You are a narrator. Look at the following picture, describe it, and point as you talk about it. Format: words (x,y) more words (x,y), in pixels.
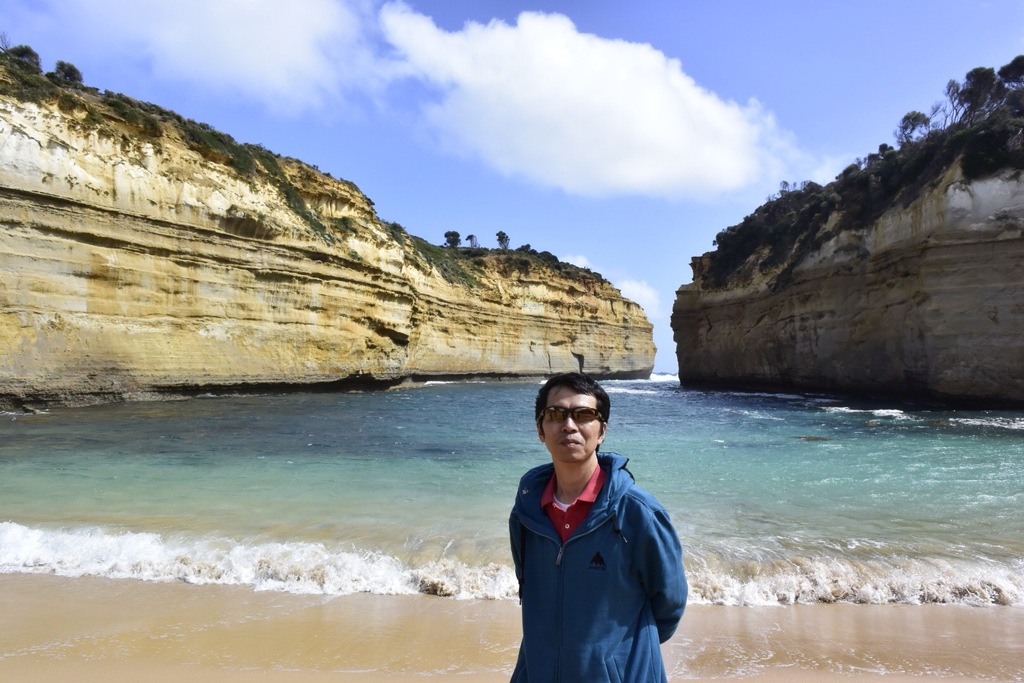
This picture is clicked outside. In the foreground (539,552) we can see a person (572,512) wearing jacket (578,542), goggles (584,422) and seems to standing. In the background (186,450) we can see a water body (900,419) and we can see the rocks (808,269), green leaves (976,161) and some other items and we can see the sky (925,74) and the clouds (278,87).
